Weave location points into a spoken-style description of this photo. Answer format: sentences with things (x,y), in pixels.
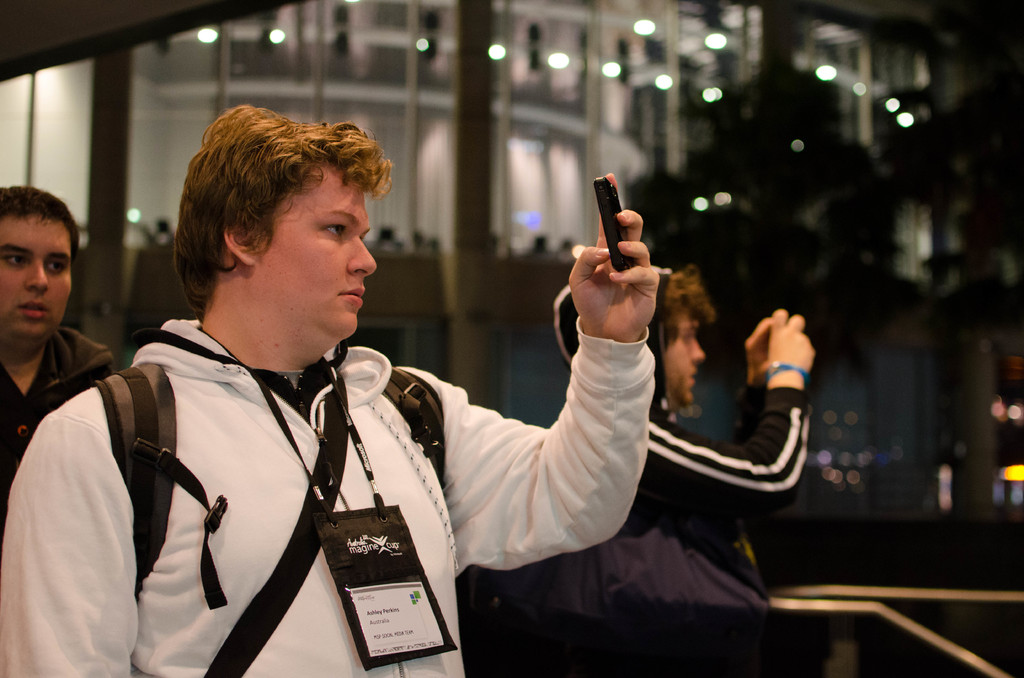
In this picture we can see people (645,327) standing and taking pictures of something in their mobiles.
